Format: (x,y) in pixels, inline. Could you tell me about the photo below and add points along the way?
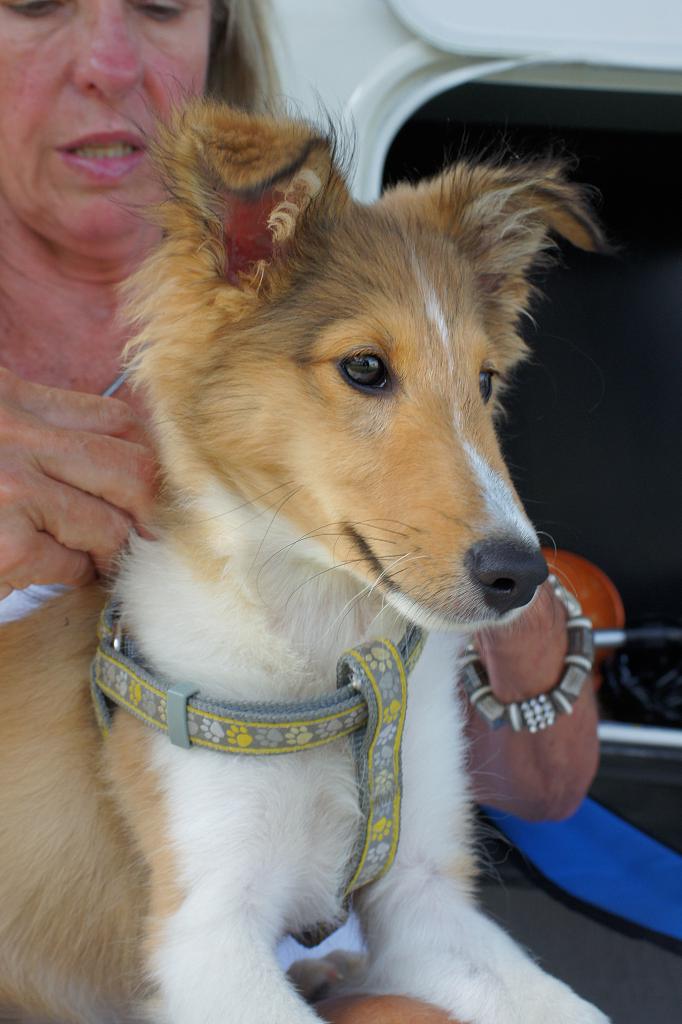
In this image, I can see a dog (354,617) with a dog belt (334,699). This is the woman (118,267) holding a dog (310,608). In the background (378,35), that looks like a vehicle (555,74).
